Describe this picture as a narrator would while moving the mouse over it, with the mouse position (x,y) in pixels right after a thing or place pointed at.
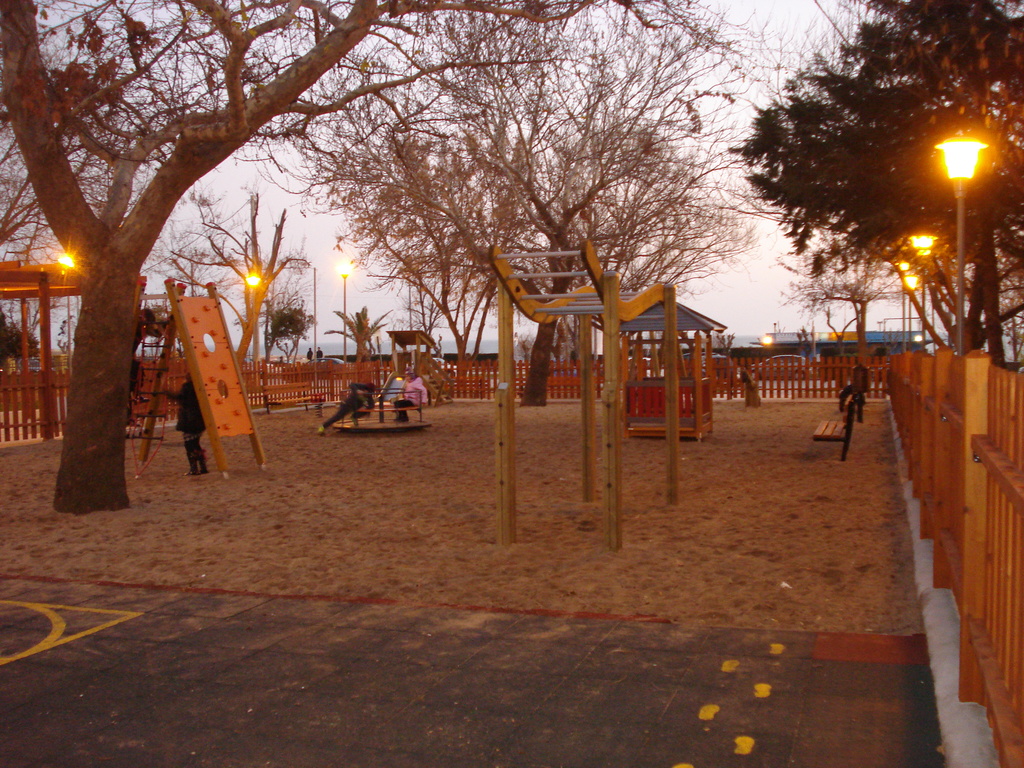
In this image there is a park area (702,527) in that area (416,516) there are different types of objects (504,499) and park area (865,441) is surrounded with fencing (55,397) and there are light poles (71,350) near the fencing (249,388) and trees (260,297) inside the park area (405,513) and outside the park area (781,425).
